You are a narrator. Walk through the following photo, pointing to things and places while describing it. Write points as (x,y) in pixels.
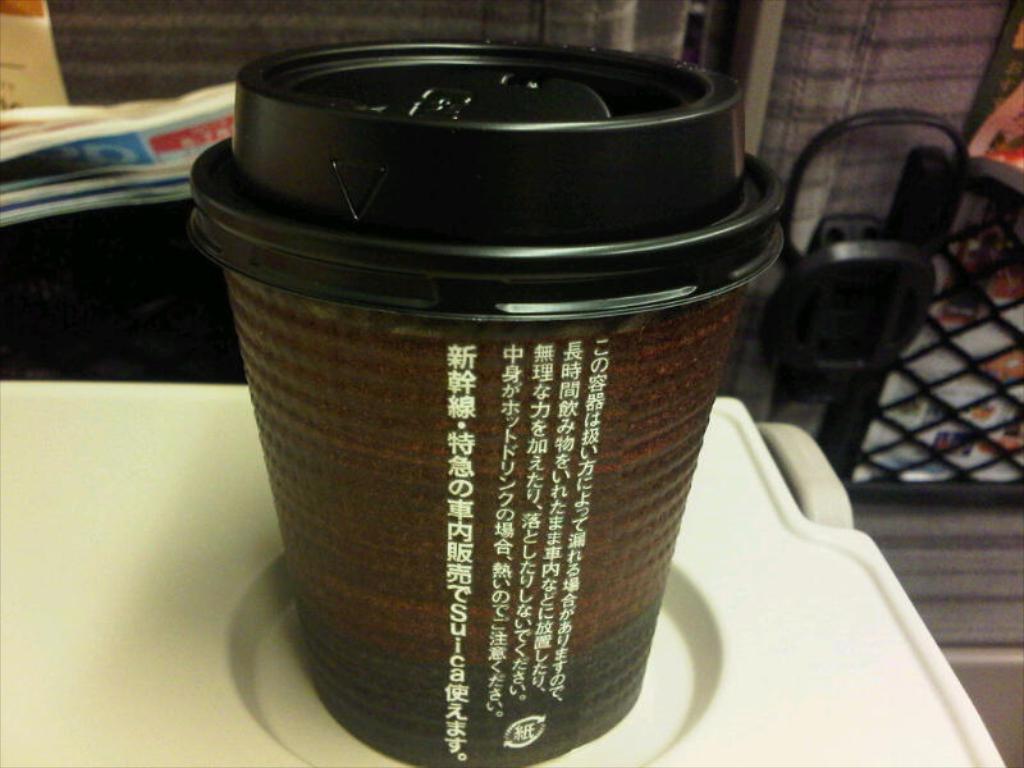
In the middle (588,436) there is a cup (440,286). On the left (97,172) there is a paper (127,143).
